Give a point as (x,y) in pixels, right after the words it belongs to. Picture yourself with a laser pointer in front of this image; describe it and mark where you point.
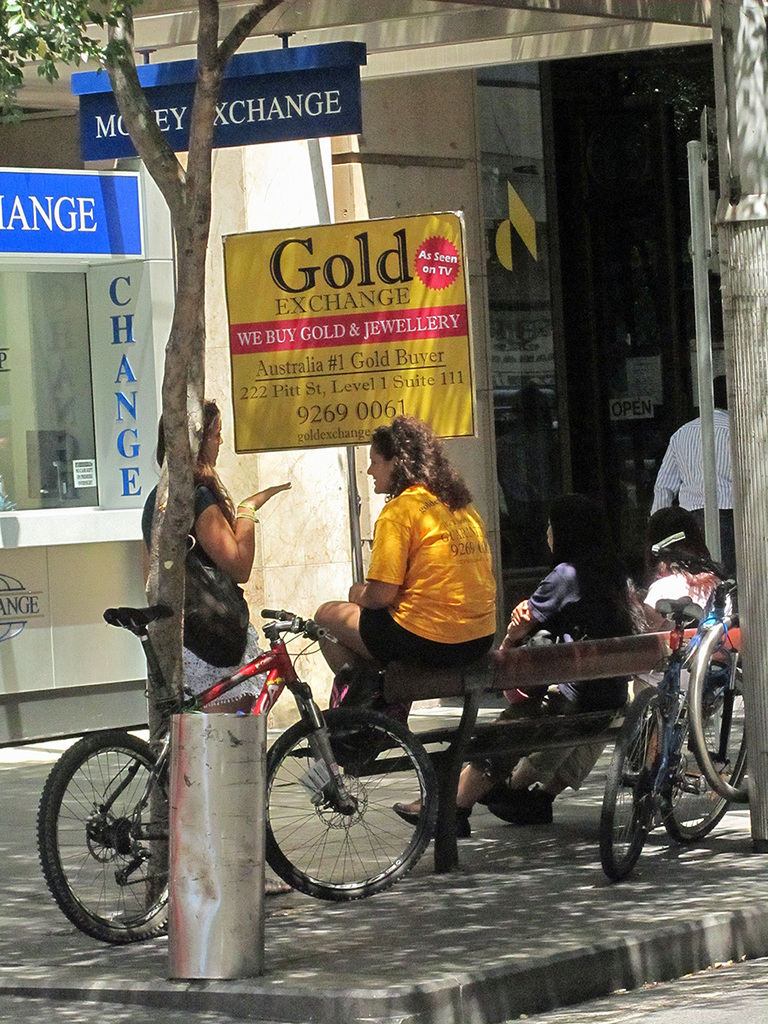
This image is clicked outside. There are shops (449,445) in the middle (488,348). There is cycle (193,709) in the middle (288,679). There is a bench (565,715) on the right side (515,737). There are some people (588,611) in the middle (384,612). There is a tree (165,528) on the left side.
